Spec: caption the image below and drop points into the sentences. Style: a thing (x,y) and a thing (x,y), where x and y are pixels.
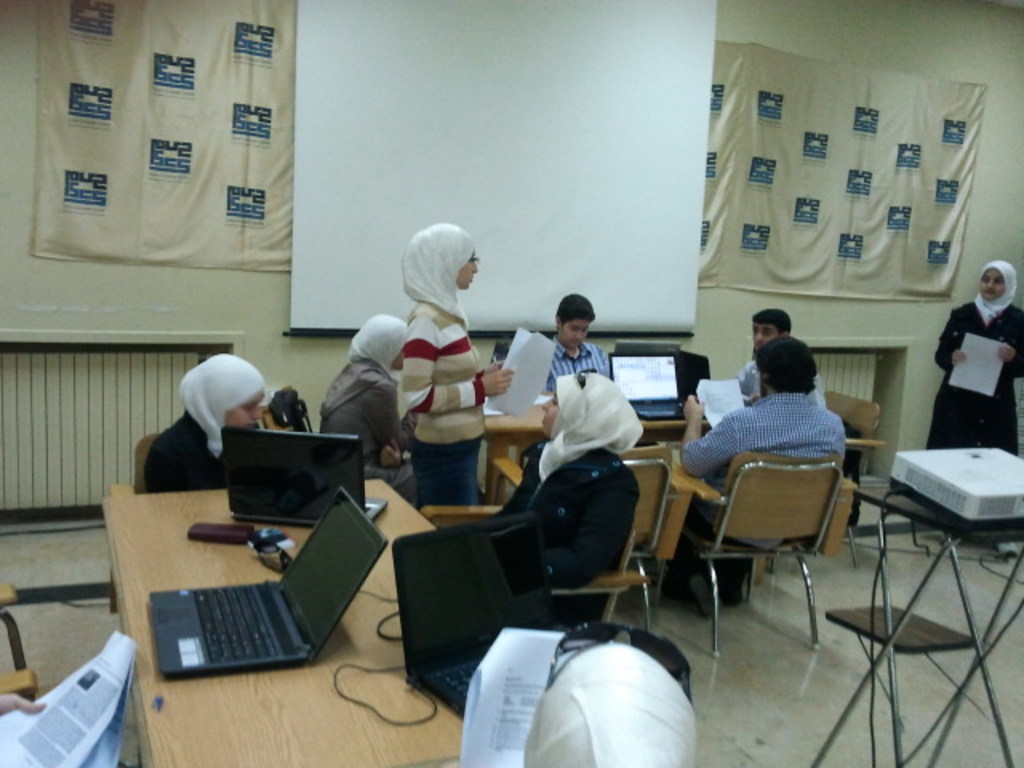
In this image I can see number of people (770,315) where few of them are sitting on chairs (501,494) and few are standing. Here I can see a white board (310,225). On these tables (203,574) I can see few laptops (350,568).
